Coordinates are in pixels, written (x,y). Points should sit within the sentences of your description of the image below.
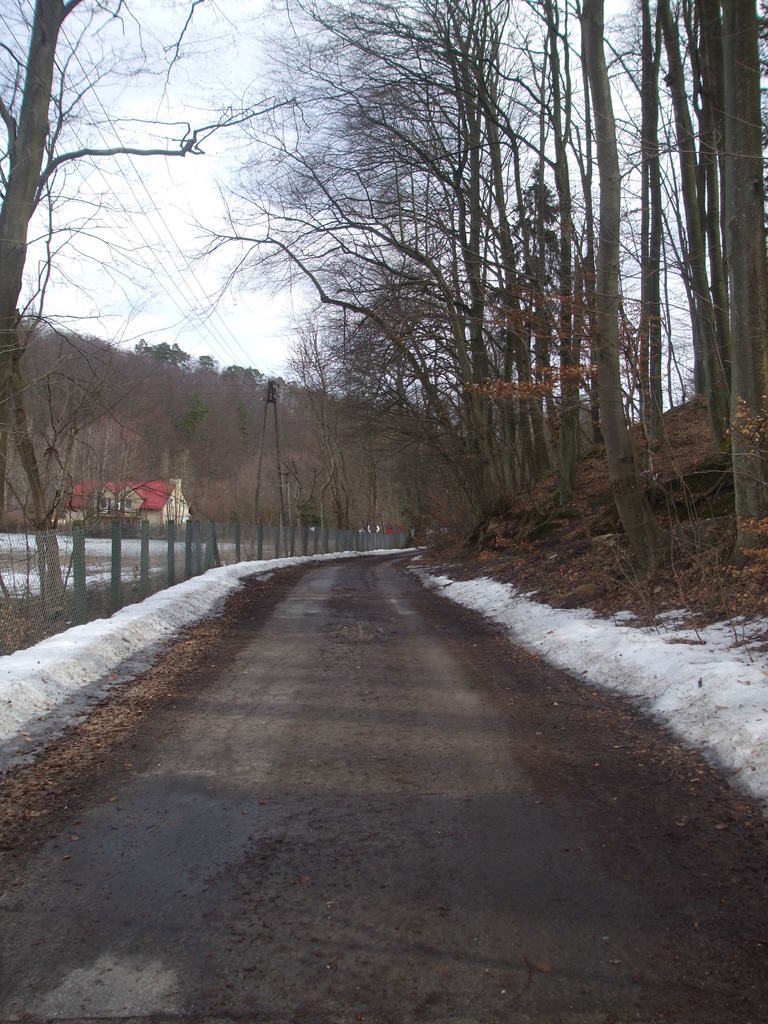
As we can see in the image there are trees (652,392), fence (152,548), house (142,507) and current pole (271,451). On the top (147,227) there is sky (147,230).
